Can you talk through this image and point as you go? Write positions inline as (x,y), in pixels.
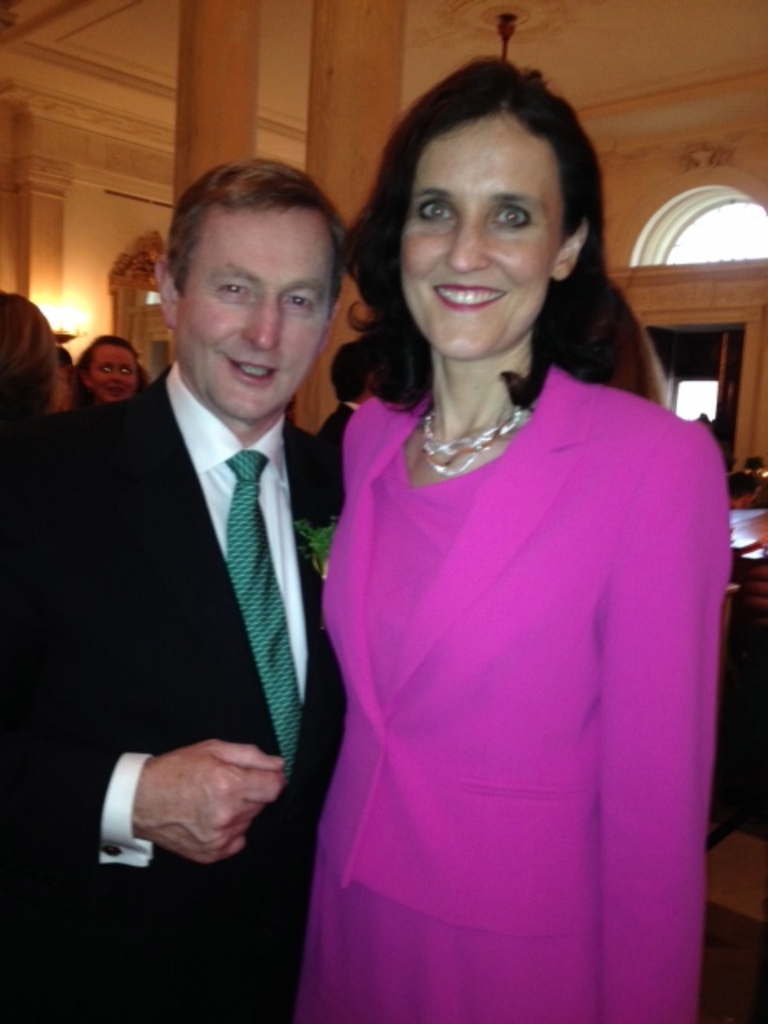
In this image we can see people (424,657) standing on the floor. In the background (73,310) there are electric lights (73,310).
